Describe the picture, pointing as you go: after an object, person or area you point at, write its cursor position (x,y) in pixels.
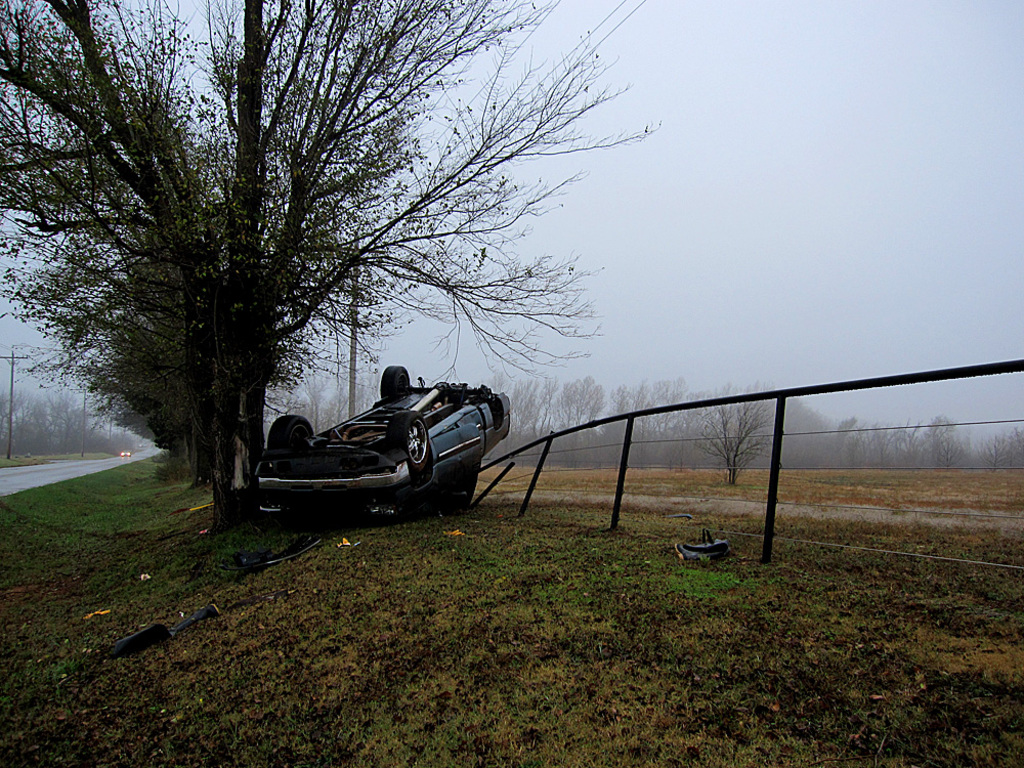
At the bottom of the image (412,636) there is grass (335,609). In the center of the image (343,259) there is tree (328,358). There is a car (429,491). There is fencing (627,438). To the left side of the image (91,469) there is road (11,491). At the top of the image (800,119) there is sky (761,186). In the background of the image (668,443) there are trees (612,437).
